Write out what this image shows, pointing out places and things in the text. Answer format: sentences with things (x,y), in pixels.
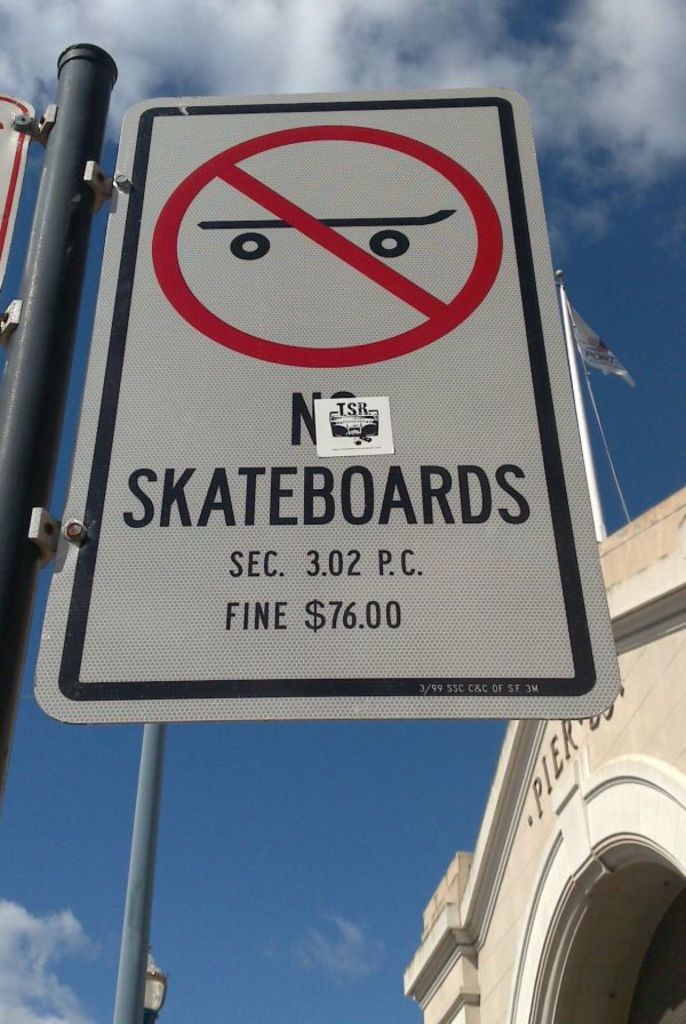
In this image we can see a sign board (117,374). In the background (140,818) there is a building (454,927) and we can see poles (7,698). There is sky (614,155).
